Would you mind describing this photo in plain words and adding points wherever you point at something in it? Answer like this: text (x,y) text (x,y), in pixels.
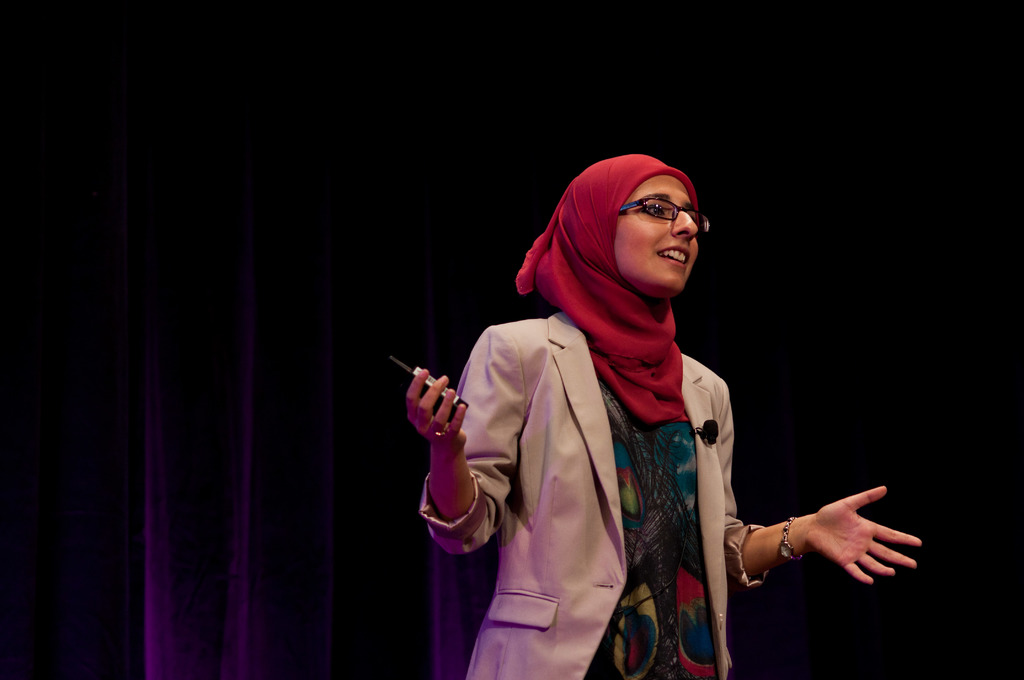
In this picture I can see there is a woman (722,458) standing and she is wearing a blazer (577,523), there is a microphone (699,431) attached to the blazer (718,421). She is holding a remote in her right hand (428,403) and she is wearing a scarf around her and in the backdrop (317,330) there is a curtain (220,568).
